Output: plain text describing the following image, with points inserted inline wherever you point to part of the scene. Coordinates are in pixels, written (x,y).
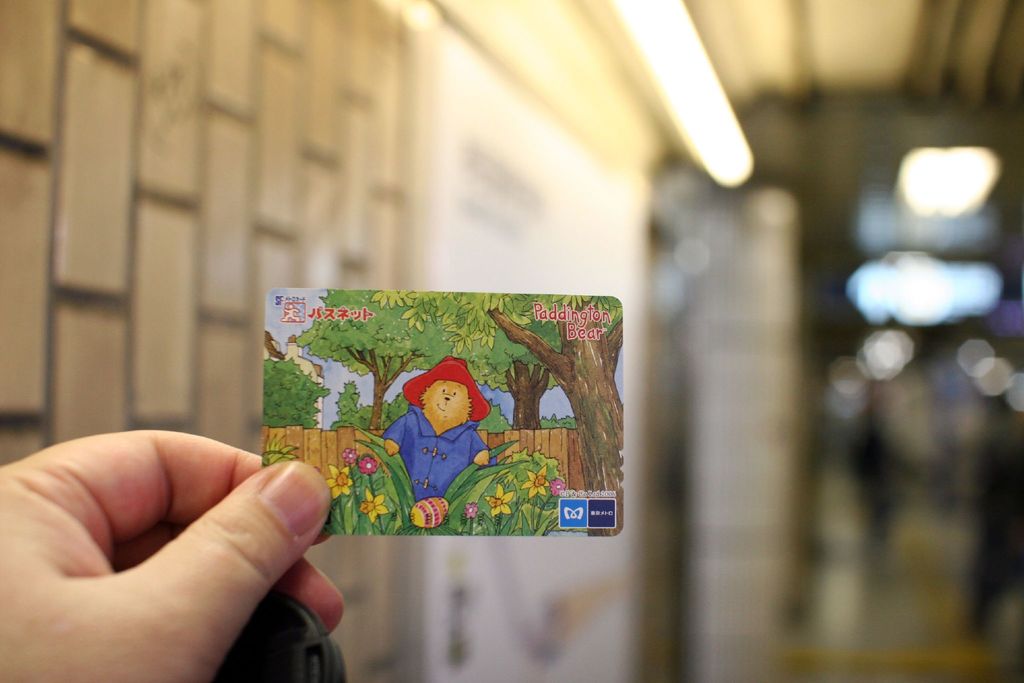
In this image, we can see a hand (228,570) holding a card (448,350). In the background (765,525), image is blurred.
